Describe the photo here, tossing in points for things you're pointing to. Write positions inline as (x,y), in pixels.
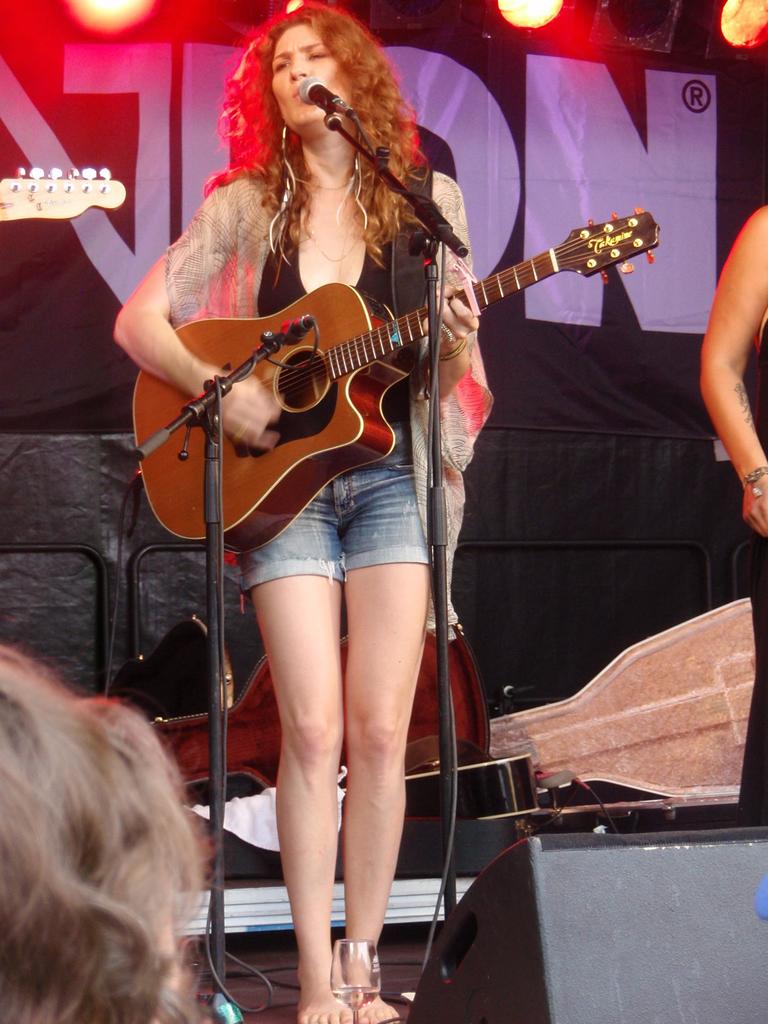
This woman (344,74) is playing guitar (324,336) and singing in-front of mic (318,99). This is a banner (513,150), above this banner (568,76) there are focusing lights (105,0). This is a guitar box (203,809). In-front of this woman (325,685) there is a glass (343,952).
